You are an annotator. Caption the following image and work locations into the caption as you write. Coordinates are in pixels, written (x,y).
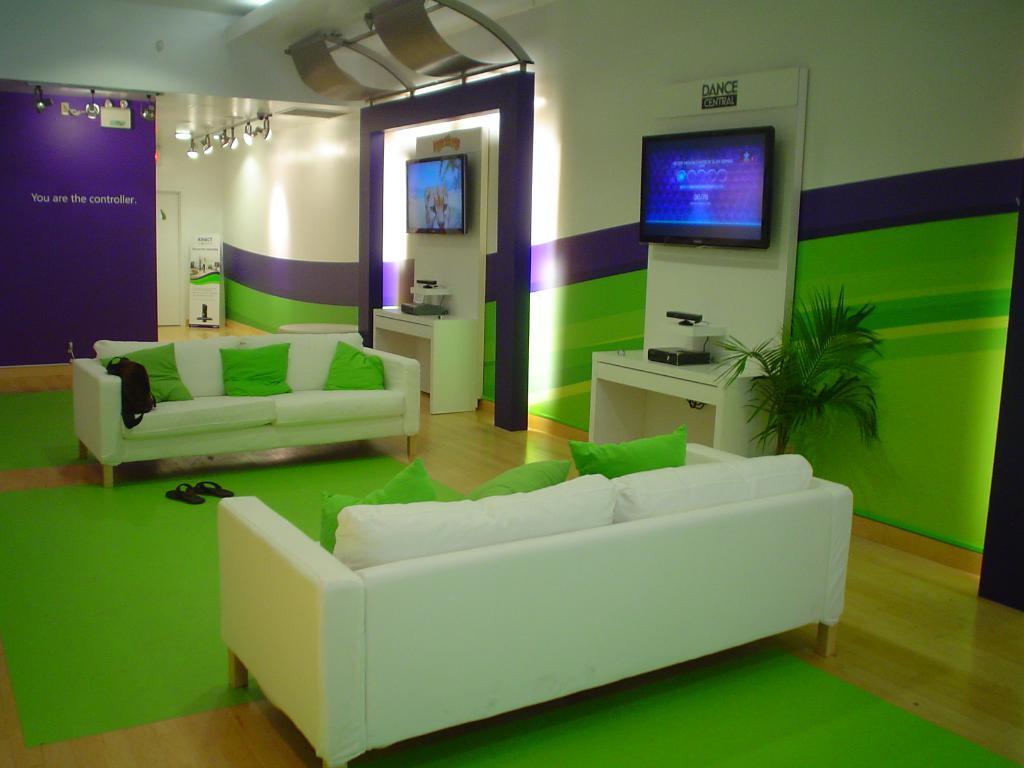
There are two sofas (473,563), slippers (186,495), television (723,203) and the wall (828,161), here there is plant (802,383).
